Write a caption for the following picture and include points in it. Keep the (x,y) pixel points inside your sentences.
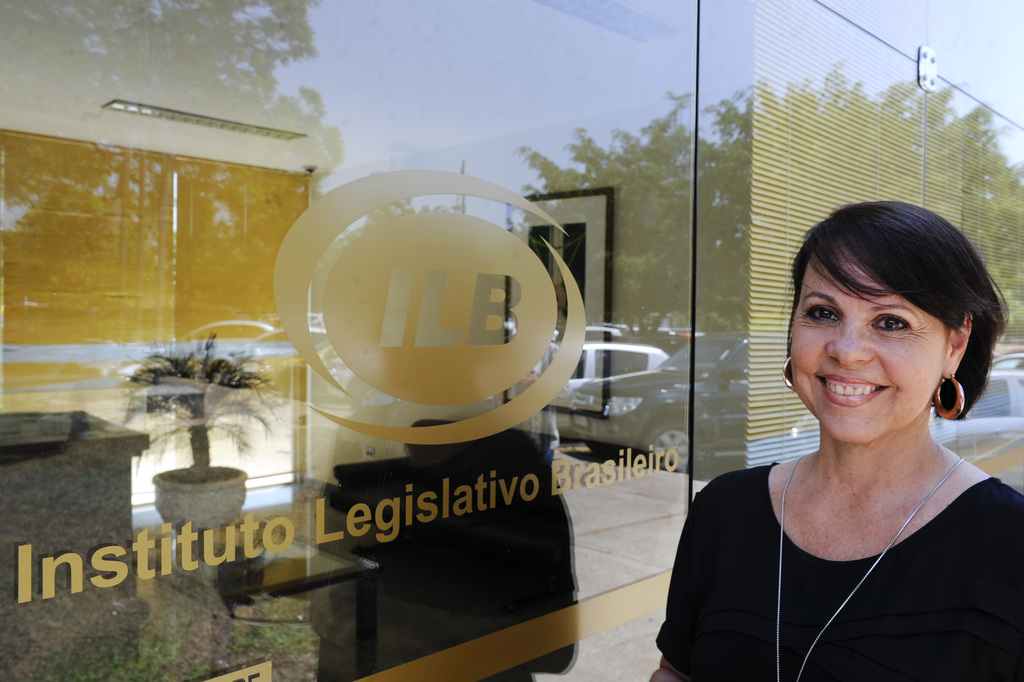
On the right side (832,483) there is a lady (867,500) wearing earrings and chain (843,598) is smiling. Near to her there is a building (318,190) with glass wall (423,135) with a logo (384,302) and something written on that. Through that we can see a pot (173,471) with a plant (196,444) on a table (146,449) and also there is a photo frame (581,287) on the wall (625,258).
